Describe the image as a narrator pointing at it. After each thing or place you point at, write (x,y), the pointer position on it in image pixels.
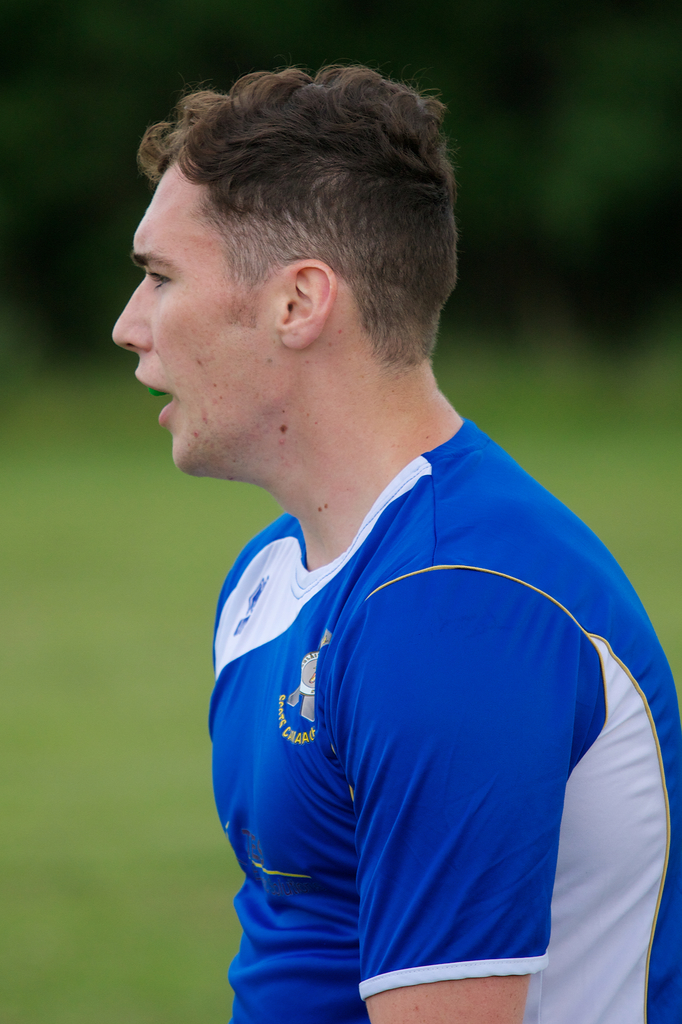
In this image we can see a person (395,549) wearing a uniform (412,778) and a blurry background (634,404).
